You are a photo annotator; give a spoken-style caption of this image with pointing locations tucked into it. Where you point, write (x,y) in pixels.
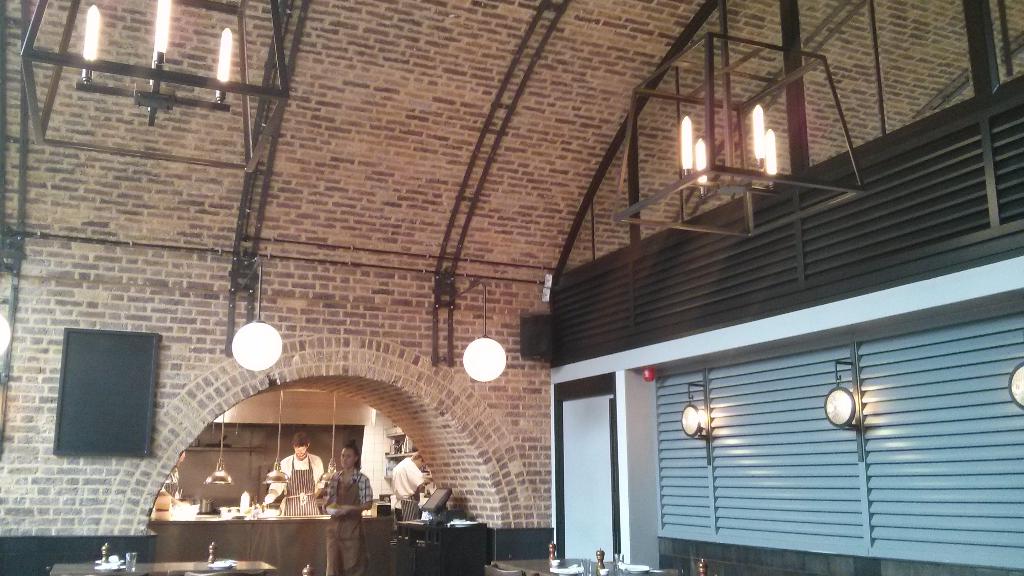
In this image, I can see the inside view of a building (372,321). At the top of the image (169,77), there are chandeliers (704,167) hanging to the ceiling (668,33). I can see a board (136,375) and lamps (478,349) attached to the walls (389,395) and there are three persons (307,490) standing. At the bottom of the image (597,565), there is a monitor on the desk (428,555) and few objects (550,564) on the tables (210,567).
